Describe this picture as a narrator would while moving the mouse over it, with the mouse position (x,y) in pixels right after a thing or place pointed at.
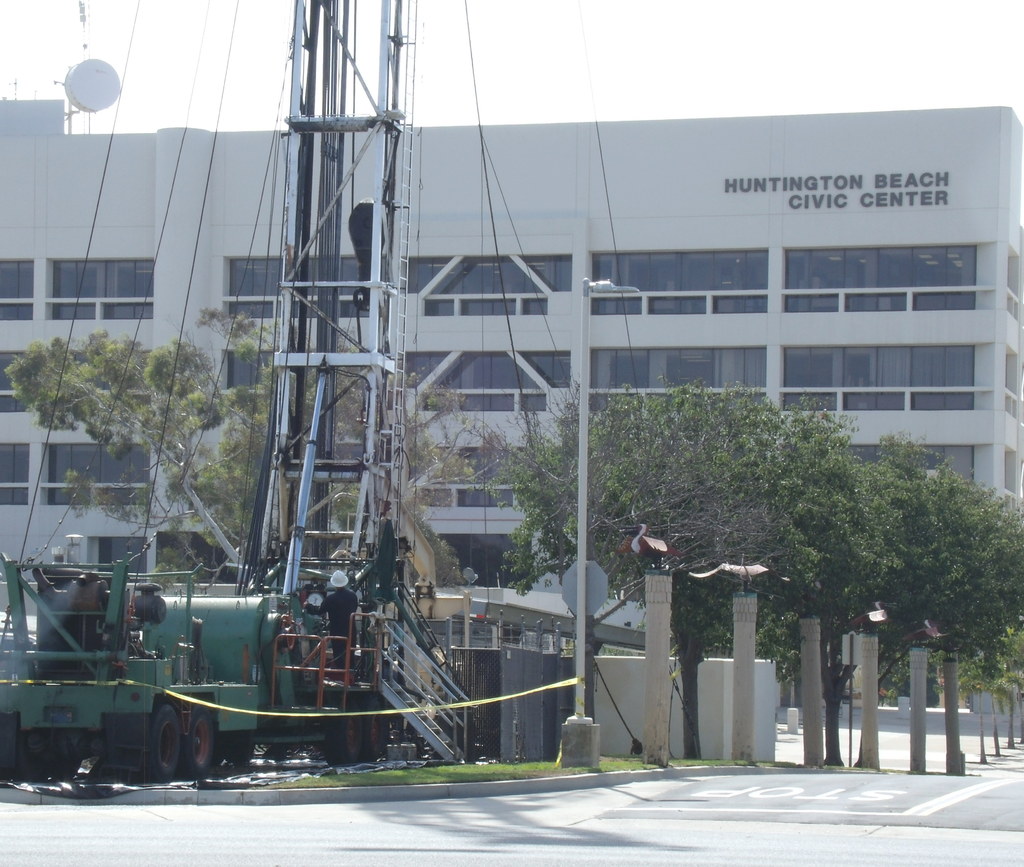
In this image on the left side (228,688) there is a vehicle (294,650), and in the background (499,322) there are buildings (1015,486), trees (900,552), poles (648,633). And on the poles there are some birds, and also there are street lights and wires (147,541) and some objects (416,754). At the bottom (575,838) there is walkway (513,817) and grass (535,771).
